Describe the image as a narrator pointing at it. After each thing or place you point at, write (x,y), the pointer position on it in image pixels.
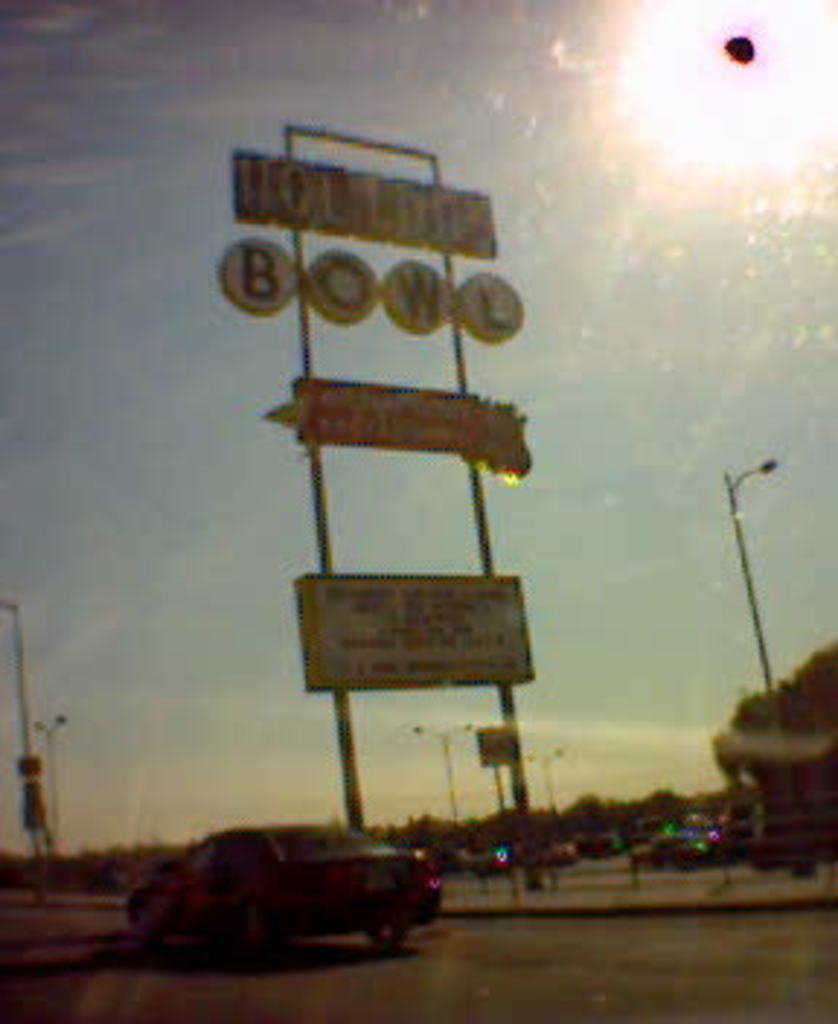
In this picture we can see a vehicle (304,897) on the path (86,971). There are a few boards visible on the poles (350,792). We can see a few trees (532,812) in the background (508,834).
